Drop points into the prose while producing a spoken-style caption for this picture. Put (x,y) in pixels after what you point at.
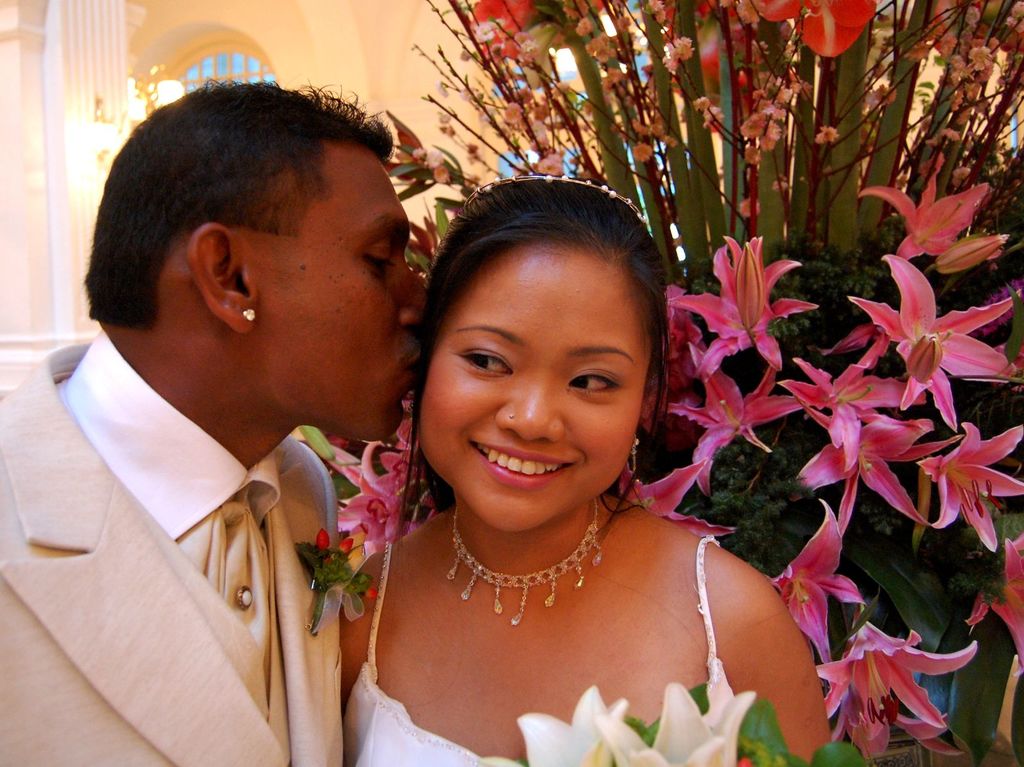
In this image I can see two people (394,347) standing and wearing different color dress (383,564). I can see few pink, white and red color flowers (788,87). Back I can see a cream building (324,46) and window (231,59).
